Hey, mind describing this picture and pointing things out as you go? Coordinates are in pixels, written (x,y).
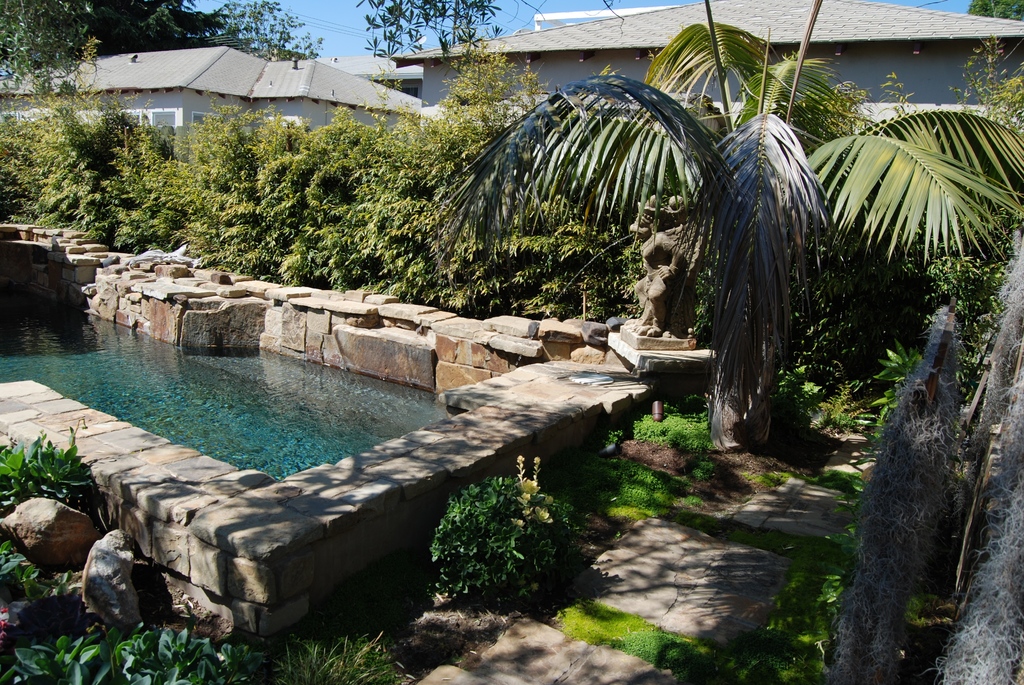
In the foreground of the picture (1005,277) there are plants (802,297), trees (752,291), grass (619,632), stones (297,496), sculpture (650,240) and a water body (102,388). In the center of the picture (347,259) there are buildings (595,68) and trees (237,189). At the top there are cables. Sky (569,6) is sunny.
